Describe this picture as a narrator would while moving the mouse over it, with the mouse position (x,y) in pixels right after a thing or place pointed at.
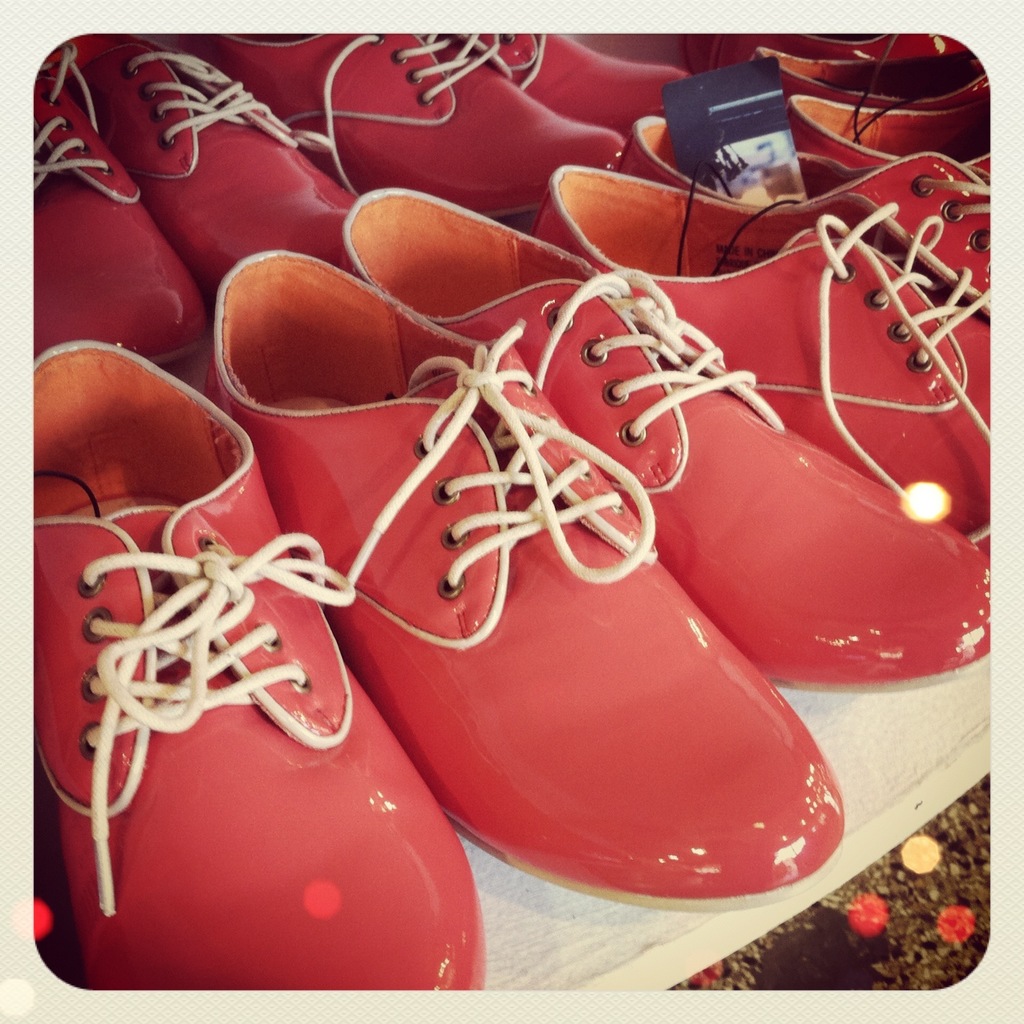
In this image we can see shoes (388,704) placed on the table (657,914).
